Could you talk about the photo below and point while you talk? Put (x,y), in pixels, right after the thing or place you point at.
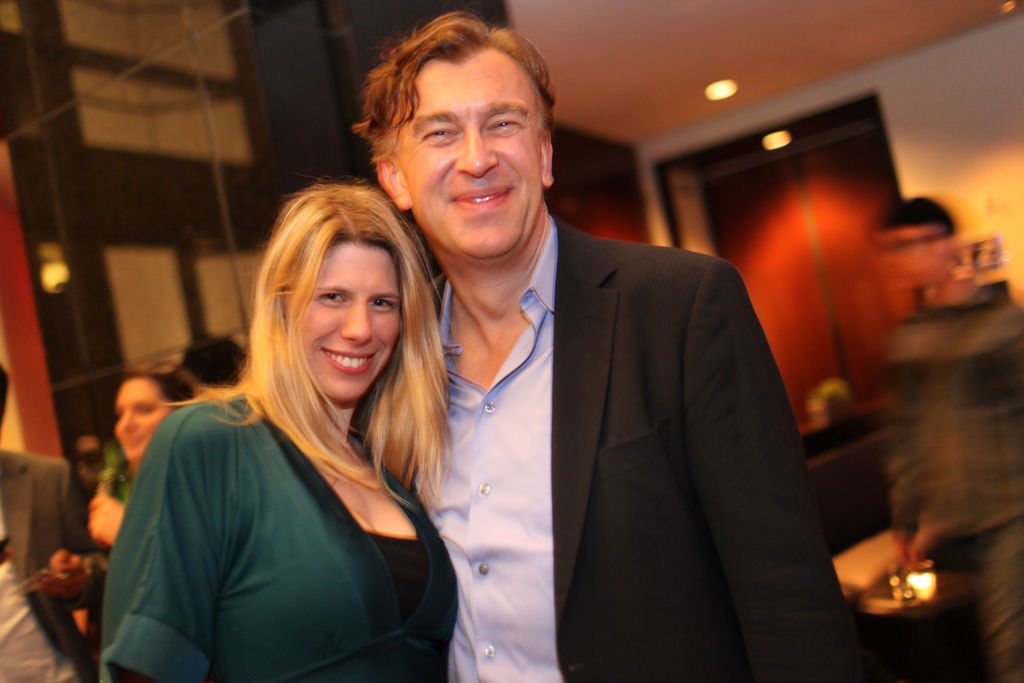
In the image there is a woman (285,426) and a man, both of them are standing and posing for the photo. Behind them there are few other people (149,385) and the background of the image (67,68) is blur.
